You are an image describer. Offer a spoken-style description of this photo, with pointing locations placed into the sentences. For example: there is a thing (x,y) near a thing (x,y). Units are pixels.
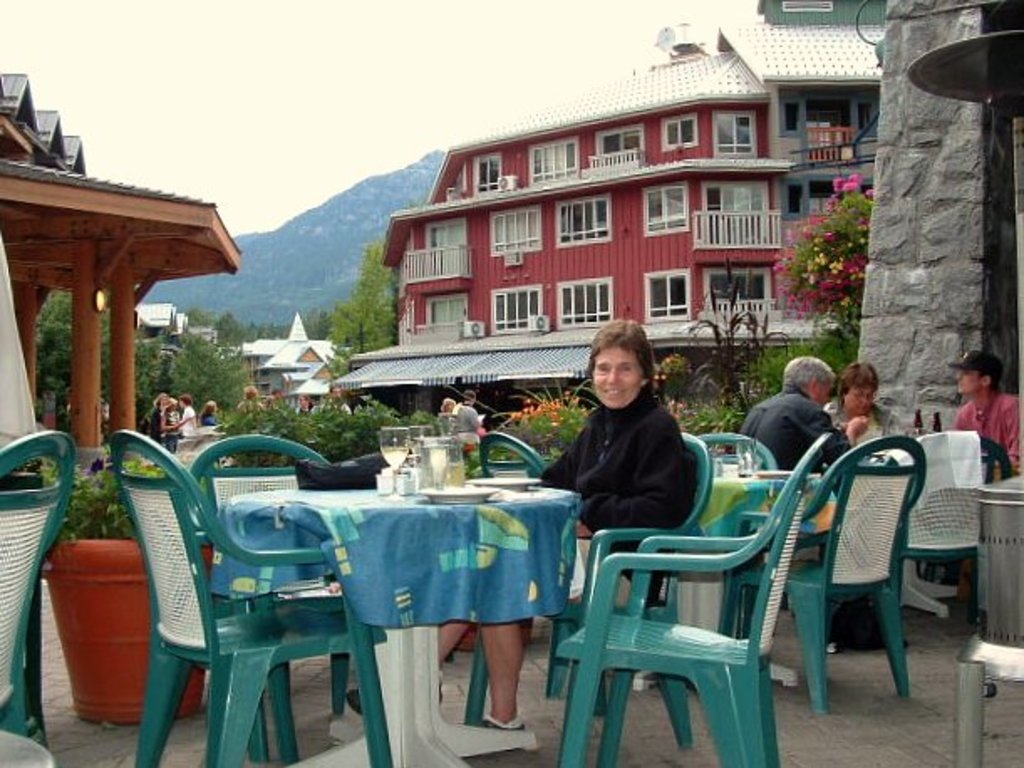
It seems to be the image is taken in a restaurant (875,501). In the image there are few people (654,410) are sitting on chair (692,436) in front of a table (434,501), on table (426,499) we can see a cloth (421,521), plate (446,497), glass (453,481), jar (444,445). In background (464,411) we can see group of people (180,426) standing and walking and we can also see a building (519,241), windows (590,242). On right side (865,206) there are some trees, flowers (835,271) and left side (279,354) also we can see some trees (214,342) and buildings (266,351). In background (378,192) there is mountain (317,208) and sky (277,158) is on top (277,128).
